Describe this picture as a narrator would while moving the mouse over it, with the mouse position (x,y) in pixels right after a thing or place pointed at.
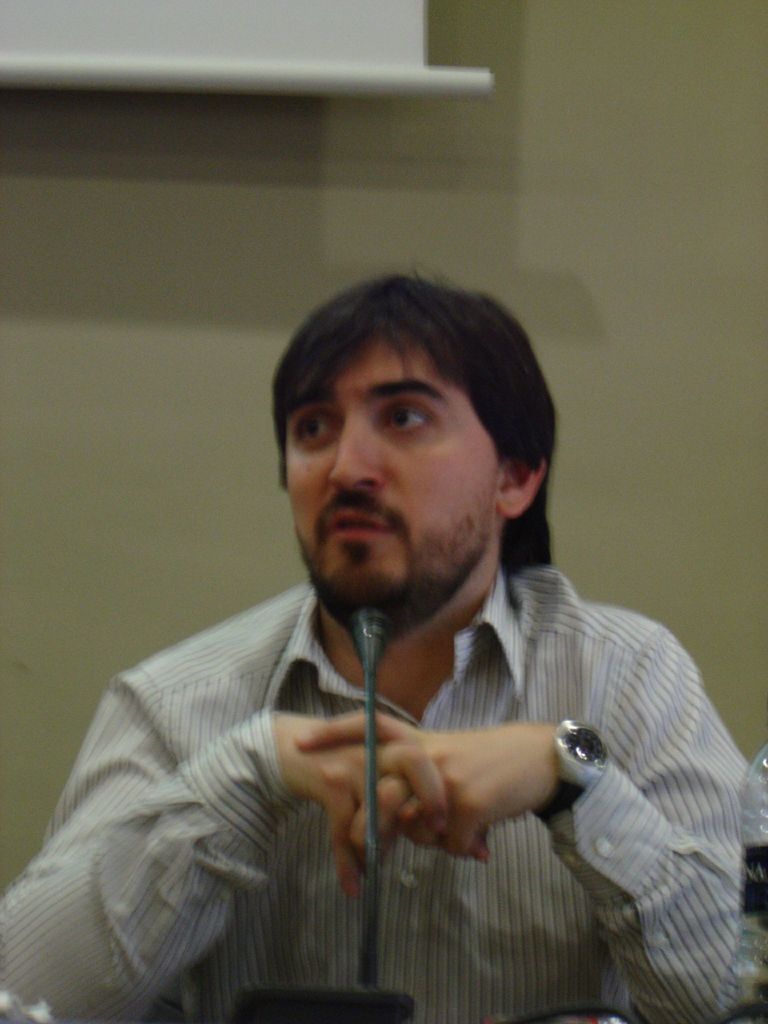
At the bottom of this image (608,706), there is a person (410,651) in a shirt (517,871), sitting in front of a microphone (370,954) and a bottle (739,967), and speaking. In the background (517,263), there is a screen (226,35) and there is a wall (252,328).
